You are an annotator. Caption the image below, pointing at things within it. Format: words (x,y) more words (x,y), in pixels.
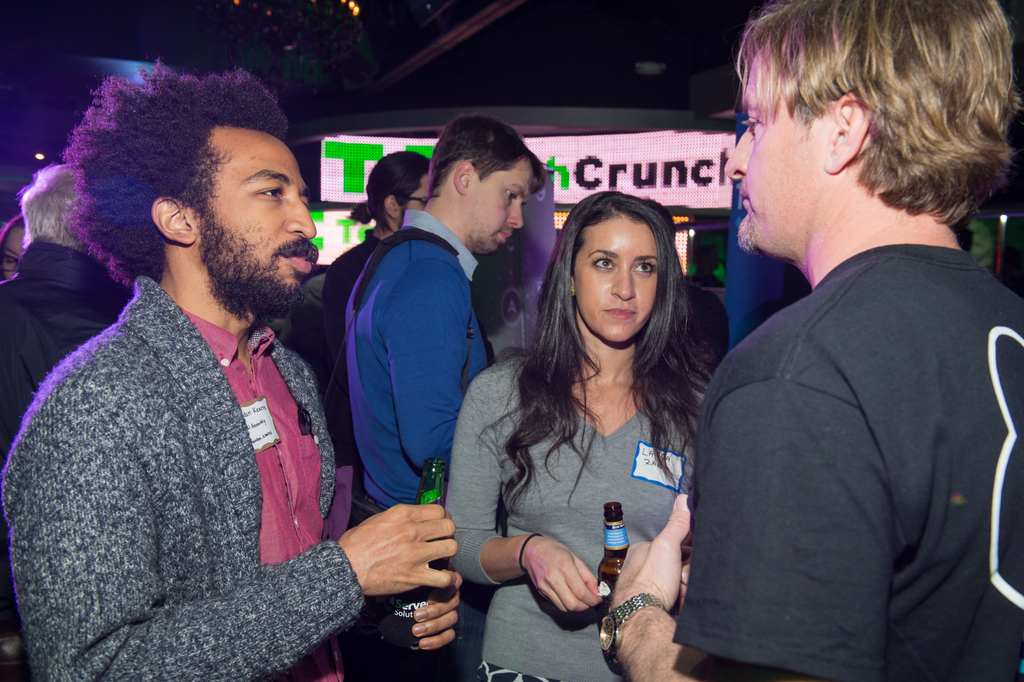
In this image I see 3 men (79,478) and a woman (494,645) and I see that these both are holding bottles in their hands (422,627) and I see a watch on this hand (652,647). In the background (15,105) it is a bit dark over here and I see few more people (62,256) and I see the words (357,166) written on this screen (646,135).
